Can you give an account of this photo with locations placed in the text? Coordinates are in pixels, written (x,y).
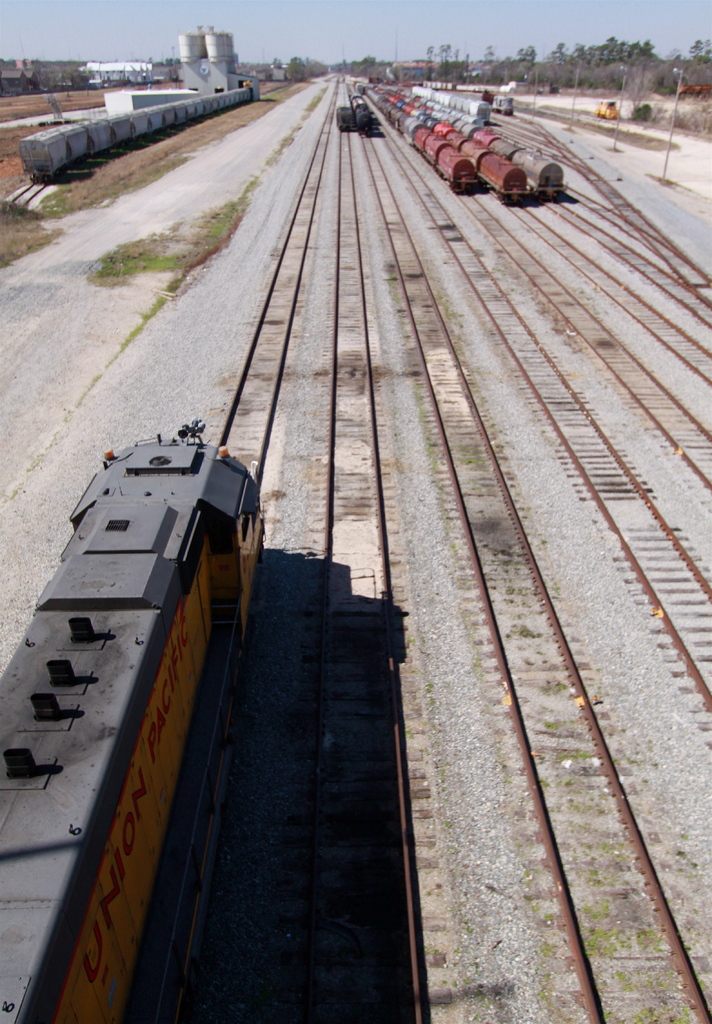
In this picture we can see trains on railway tracks (419,340) on the ground (376,298), here we can see sheds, trees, grass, poles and some objects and we can see sky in the background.
